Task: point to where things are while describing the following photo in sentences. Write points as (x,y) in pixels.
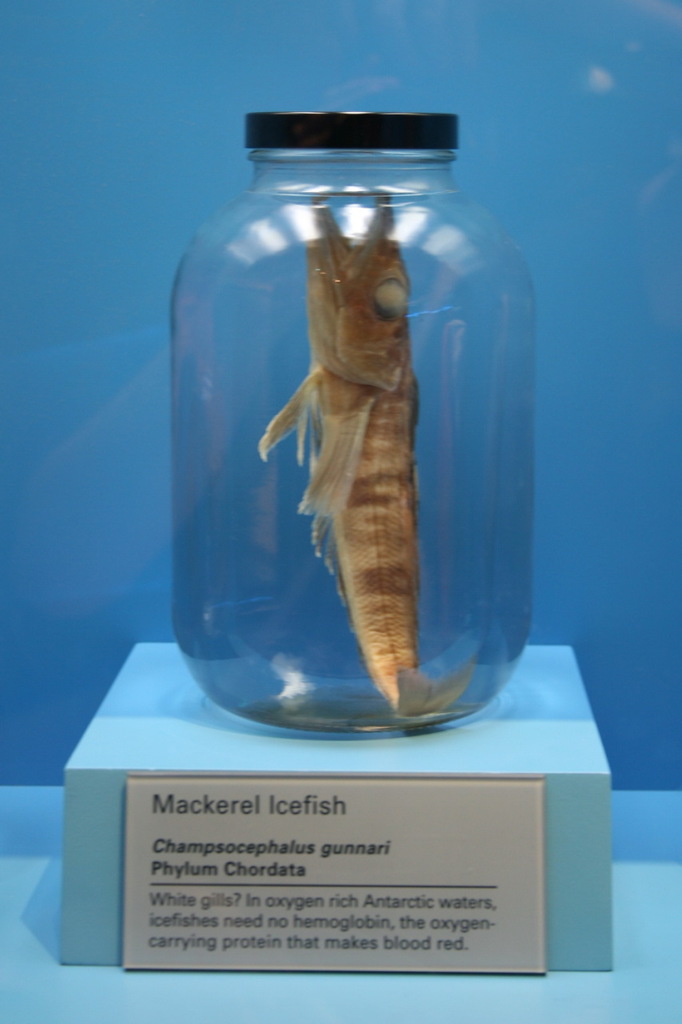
In this image there is fish (379,528) is putting in the bottle (504,365) and the bottle (290,303) is keeping on the cardboard (314,836) and the background (91,681) is bluish in color and some text (265,843) is there on the card board (271,768).
